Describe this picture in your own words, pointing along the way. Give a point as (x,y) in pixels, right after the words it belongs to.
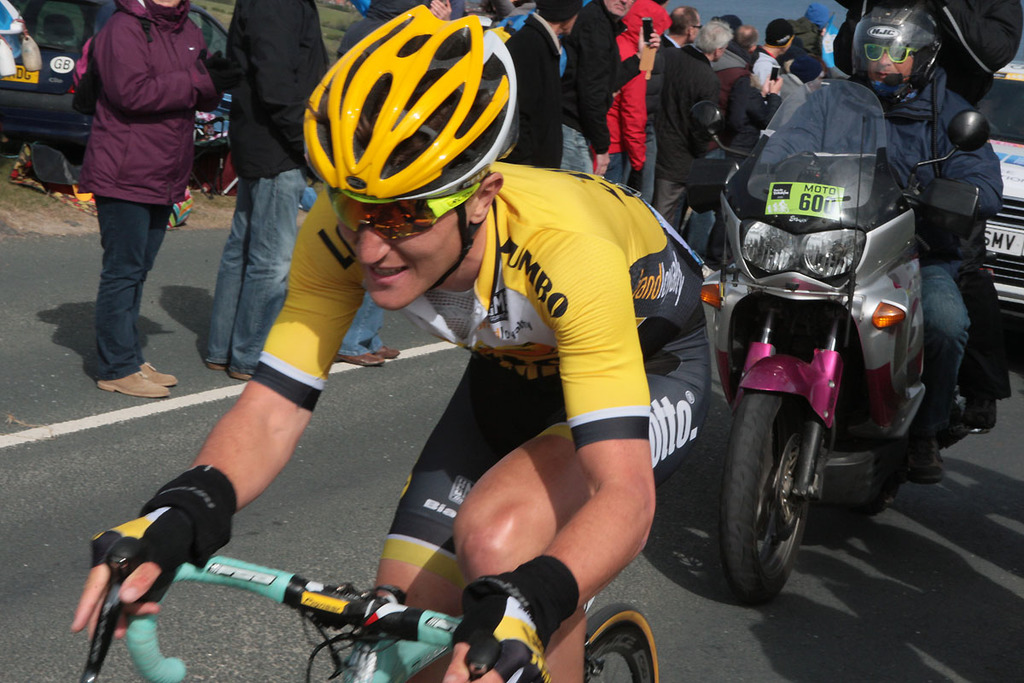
In this picture we can see a group of people (550,69) where some are standing on road (186,285) and some are riding bicycle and at back of him we have other person (983,172) riding bike (797,224) and in the background (1001,90) we can see car (1005,116) and here this person (537,285) wore helmet (399,33), goggle (337,211), gloves (532,628) to hand (487,621).
